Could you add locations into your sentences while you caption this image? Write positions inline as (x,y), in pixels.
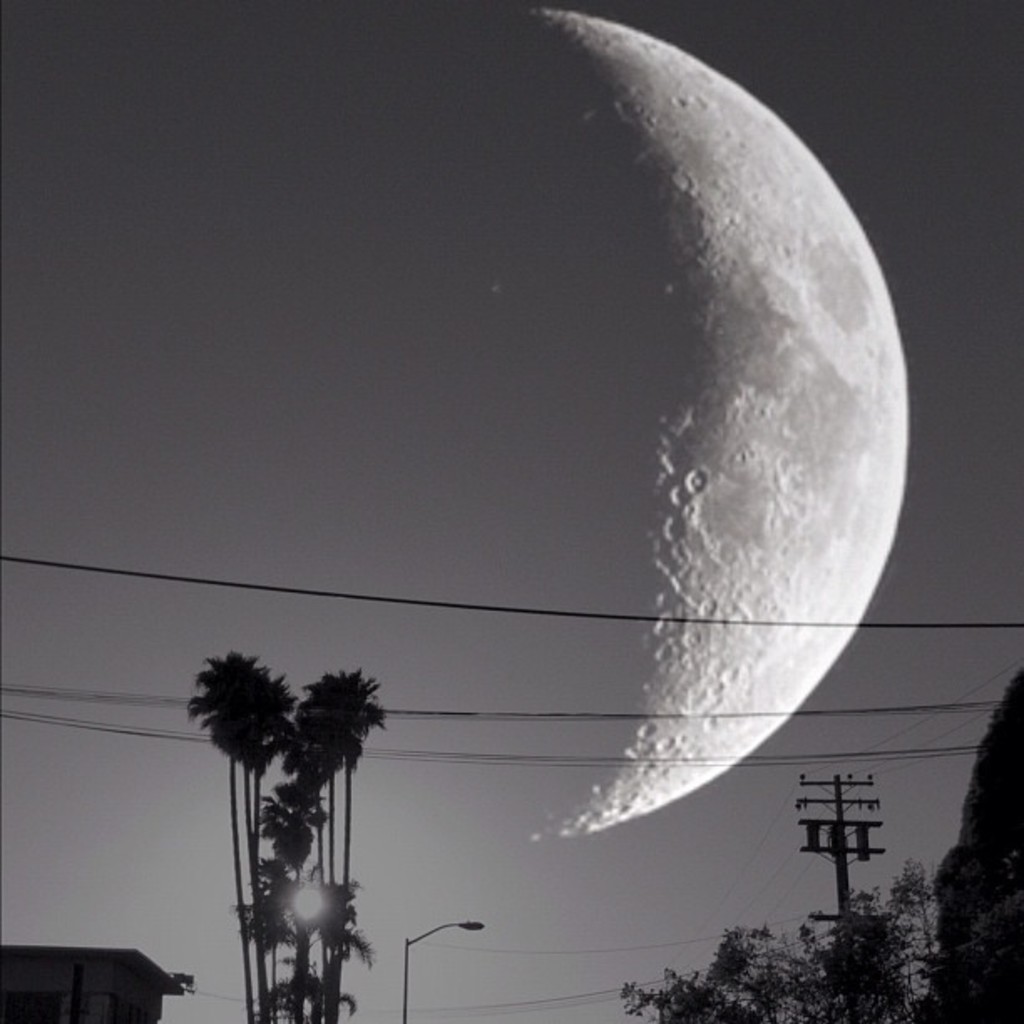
This is a black and white pic. At the bottom (944,981) we can see trees (340,889), street light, pole (837,921), wires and objects (52,963). In the background (573,527) we can see moon (721,695) in the sky (602,590).
